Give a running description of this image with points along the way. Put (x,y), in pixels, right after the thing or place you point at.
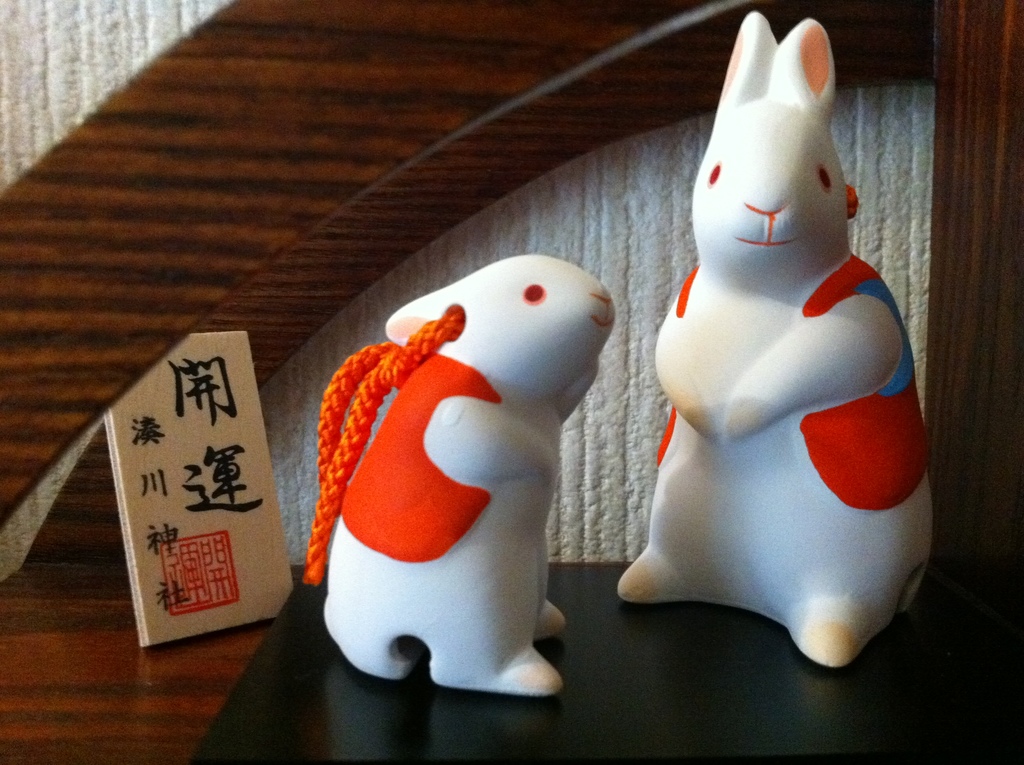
In this picture we can see couple of toys (803,420), on the left side of the image (216,492) we can see a board (189,553) on the table (207,692).
